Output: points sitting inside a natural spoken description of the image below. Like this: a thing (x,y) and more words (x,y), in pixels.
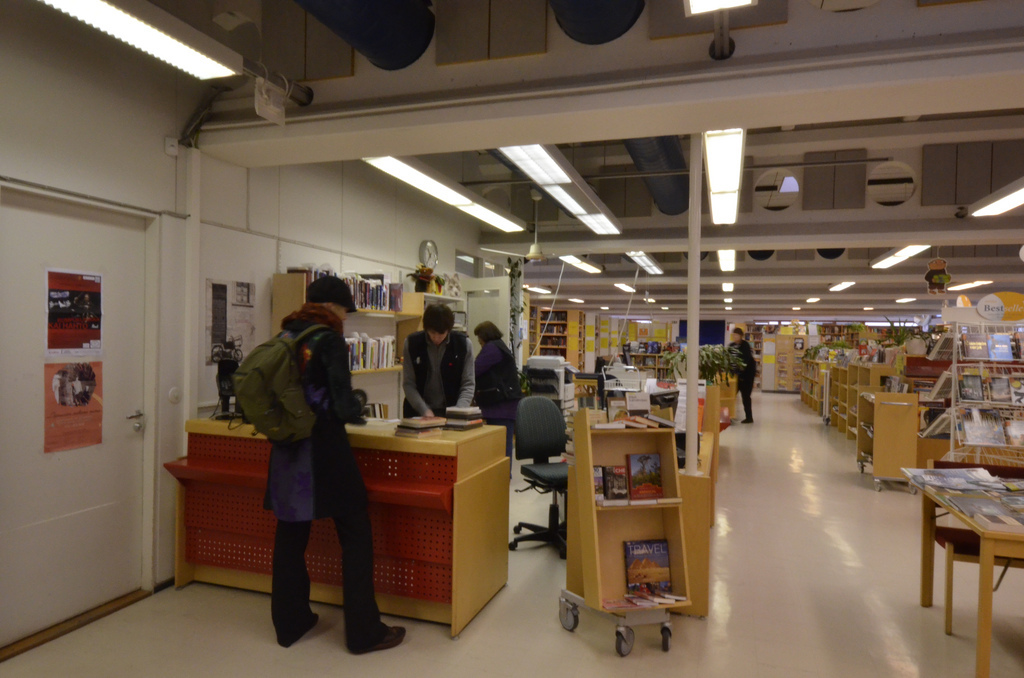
In this picture there are two people (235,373) standing at the table (381,427), there are books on the table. At the back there are books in the shelf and in the wooden objects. There are plants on the table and there are books (1004,509) on the table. At the back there are two people (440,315) standing. At the top (575,214) there are lights (799,310). At the bottom (748,627) there is a floor (765,632). There are posters (250,303) and there is a clock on the wall (320,226). On the left side of the image (38,470) there is a door (112,543).
